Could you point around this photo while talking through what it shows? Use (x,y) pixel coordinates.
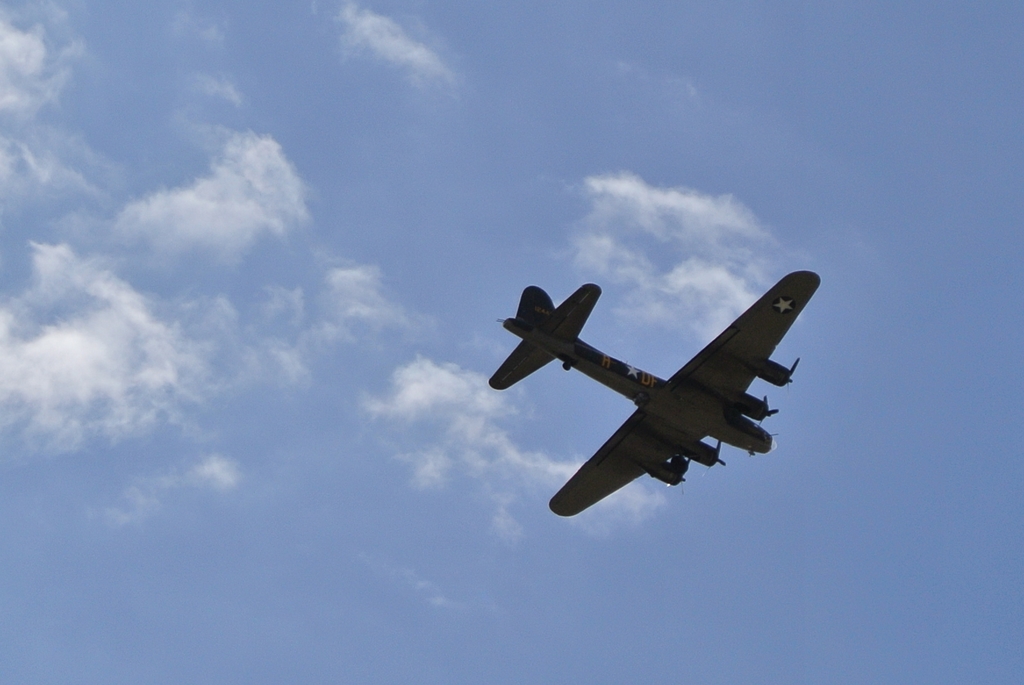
In the picture I can see an aircraft (812,287) flying in the sky (569,161). There are clouds (183,196) in the sky (412,293).
